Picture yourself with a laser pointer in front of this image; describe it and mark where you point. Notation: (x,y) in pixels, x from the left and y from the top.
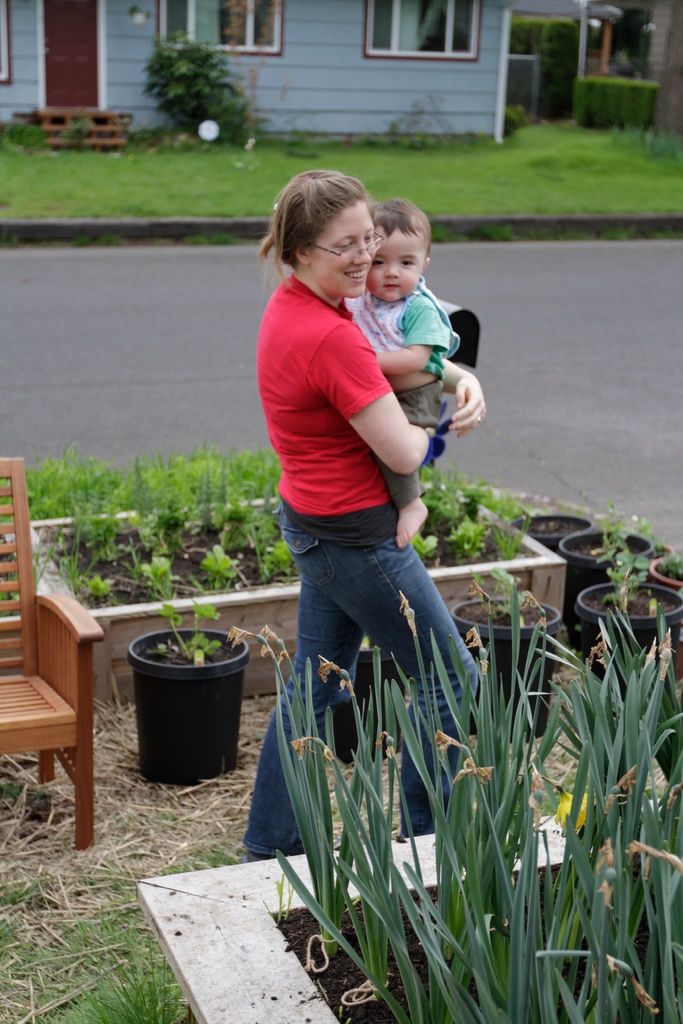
In this picture we can see a woman (288,846) holding a baby (426,416) with her hand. This is the road (573,347) and there is a house (304,87). This is grass (184,156) and there is a plant (184,131). Even we can see a chair (70,721) here.
